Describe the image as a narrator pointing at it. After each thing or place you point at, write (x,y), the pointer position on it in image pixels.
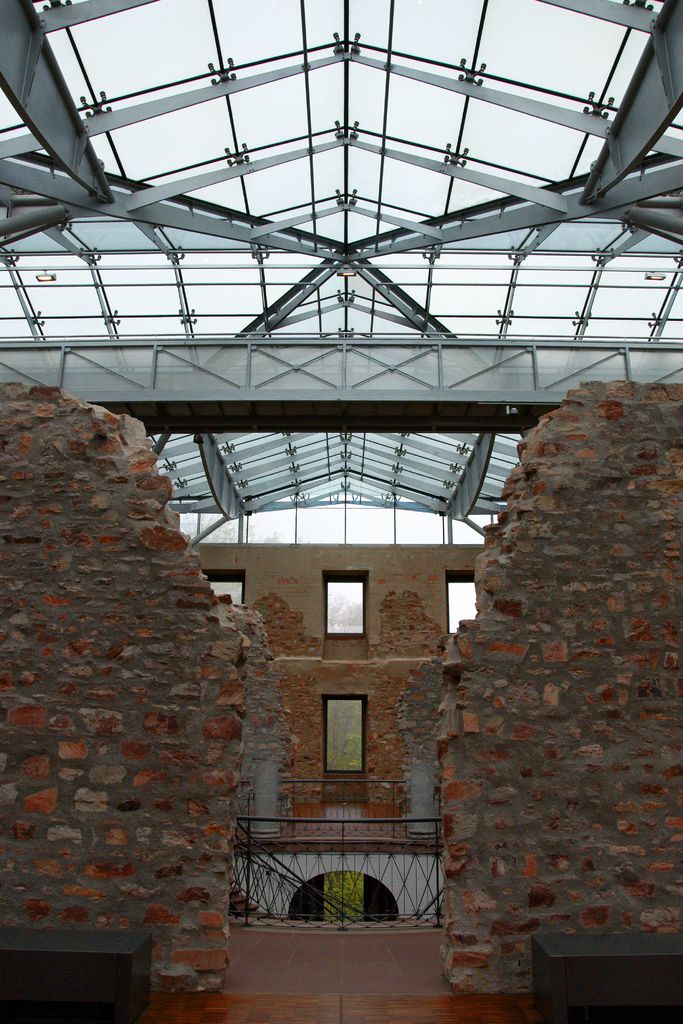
In this image we can see a building (239,789), at the top (290,297) we can see some metal rods (315,253), also we can see the fence (250,888) and the wall (428,589), in the background (285,278), we can see some trees (332,889) and the sky (285,278).
